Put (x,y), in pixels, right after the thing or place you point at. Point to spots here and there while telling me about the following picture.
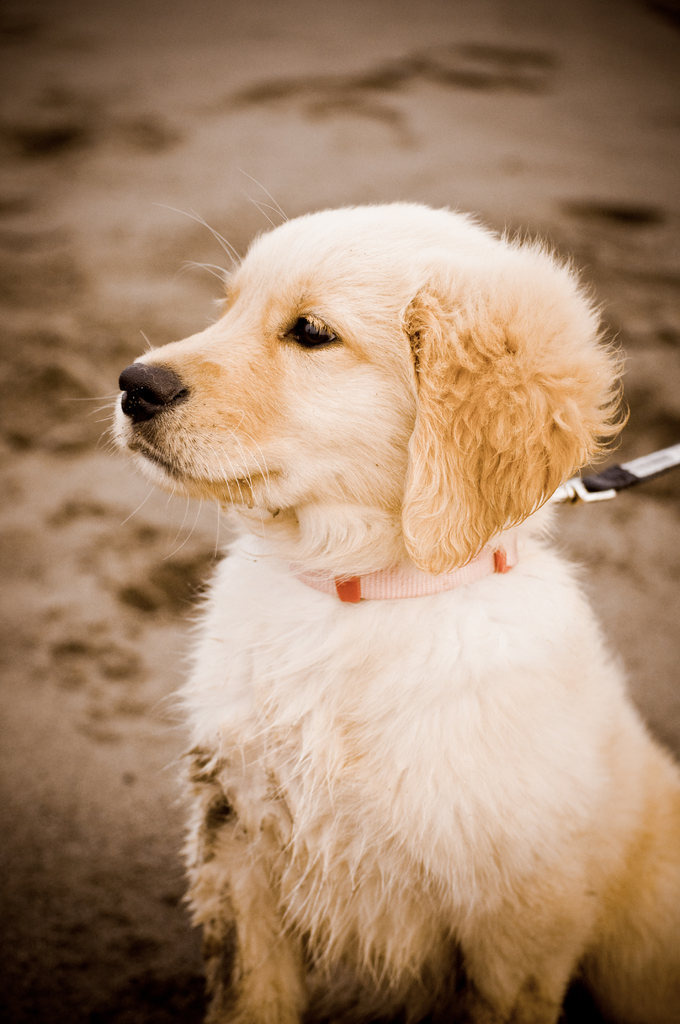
In this image in front (615,800) there is a dog (382,790) and the background of the image (74,604) is not clear.
